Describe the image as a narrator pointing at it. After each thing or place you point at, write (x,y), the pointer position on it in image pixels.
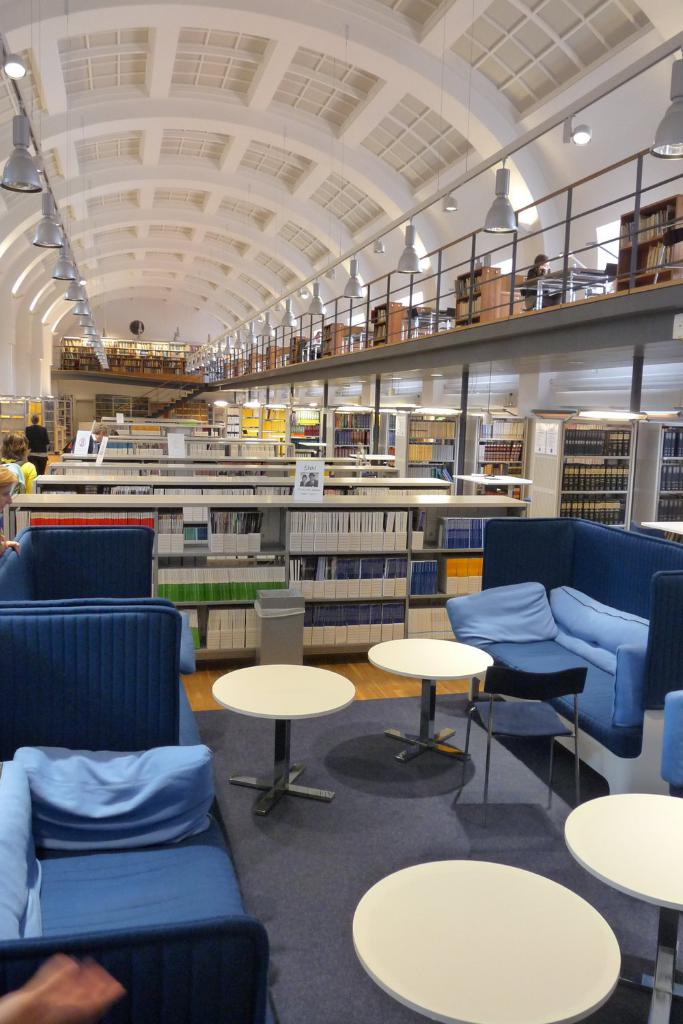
There are blue sofas (152,664) on either side and there are white tables (444,670) in middle (436,667) and there are many bookshelves (268,462) in front of it.
